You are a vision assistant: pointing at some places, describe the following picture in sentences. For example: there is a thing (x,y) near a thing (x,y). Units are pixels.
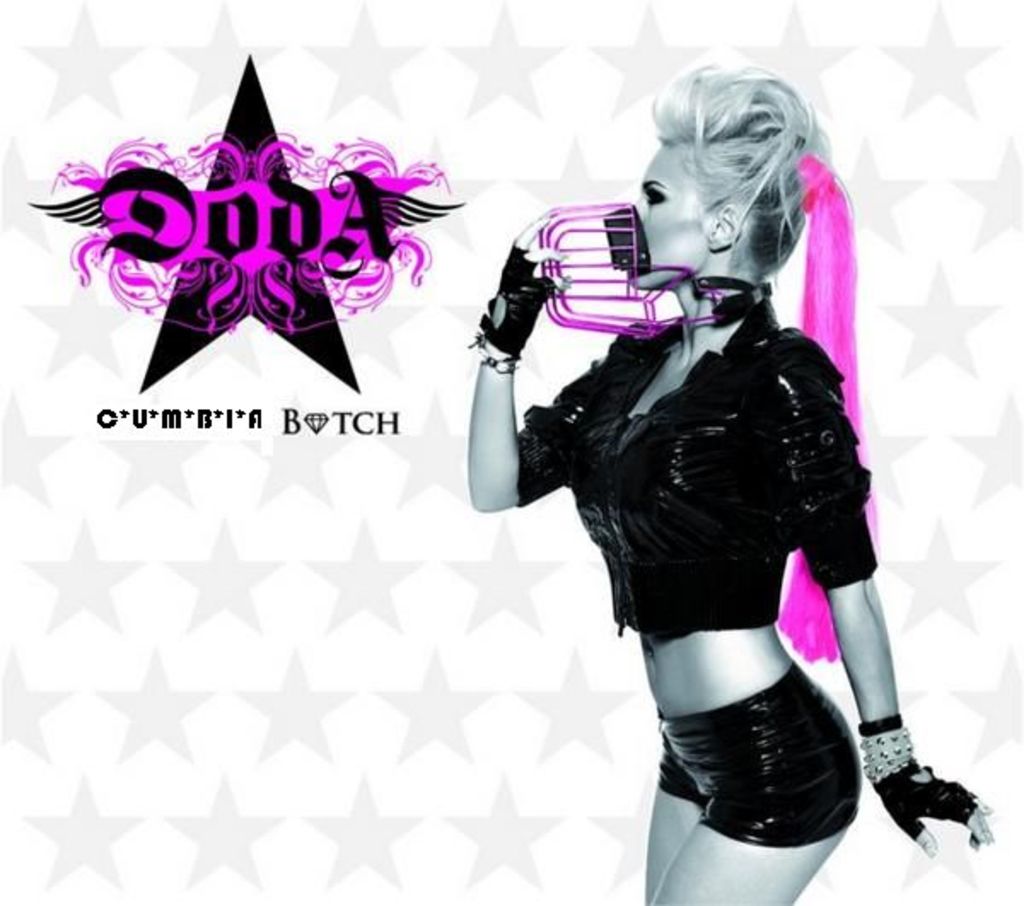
In this picture we can see the poster (611,581) of a woman (719,560) and the woman (489,383) is holding an object (551,299). On the poster (283,271) it is written something.
